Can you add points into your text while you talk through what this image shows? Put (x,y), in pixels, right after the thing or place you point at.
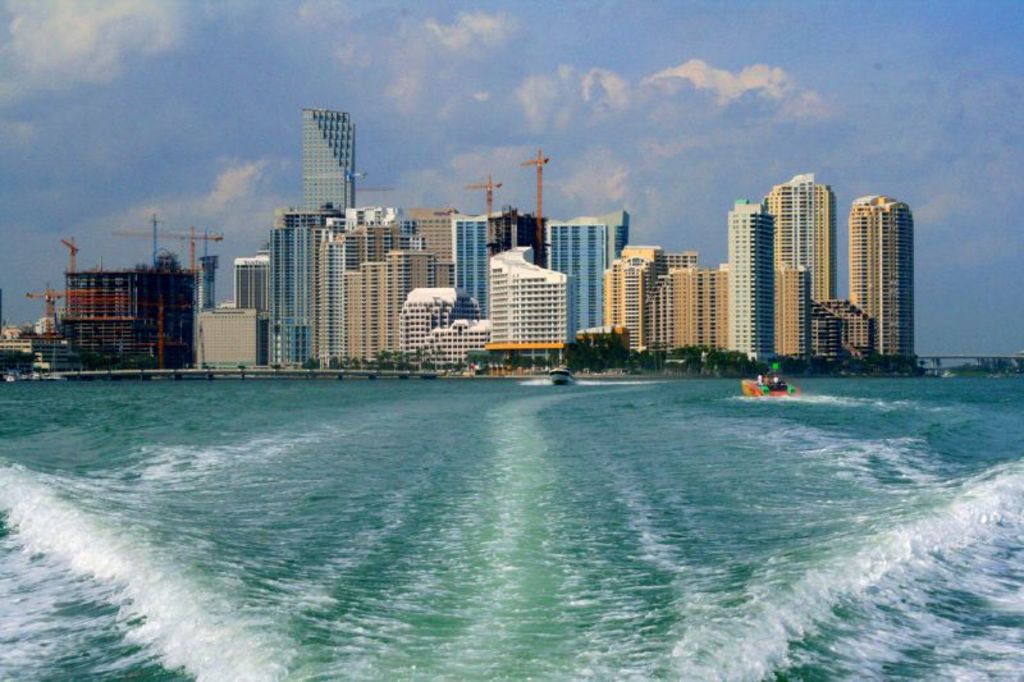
In this picture we can see there are boats (568,375) on the water (572,407) and behind the boats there are trees (579,352), buildings (505,274) and the sky (413,66).
